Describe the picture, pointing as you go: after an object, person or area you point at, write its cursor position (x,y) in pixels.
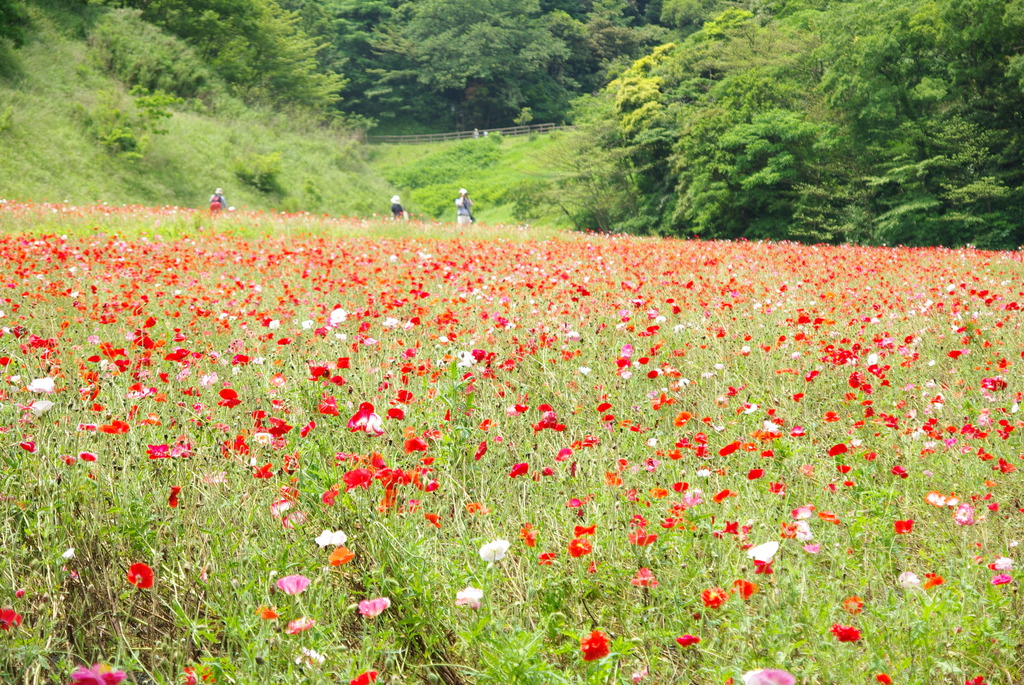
In this image, there is an outside view. In the foreground (847,435), we can see some plants (366,257) contains flowers (889,291). In the background (871,104), there are some trees (268,66).
